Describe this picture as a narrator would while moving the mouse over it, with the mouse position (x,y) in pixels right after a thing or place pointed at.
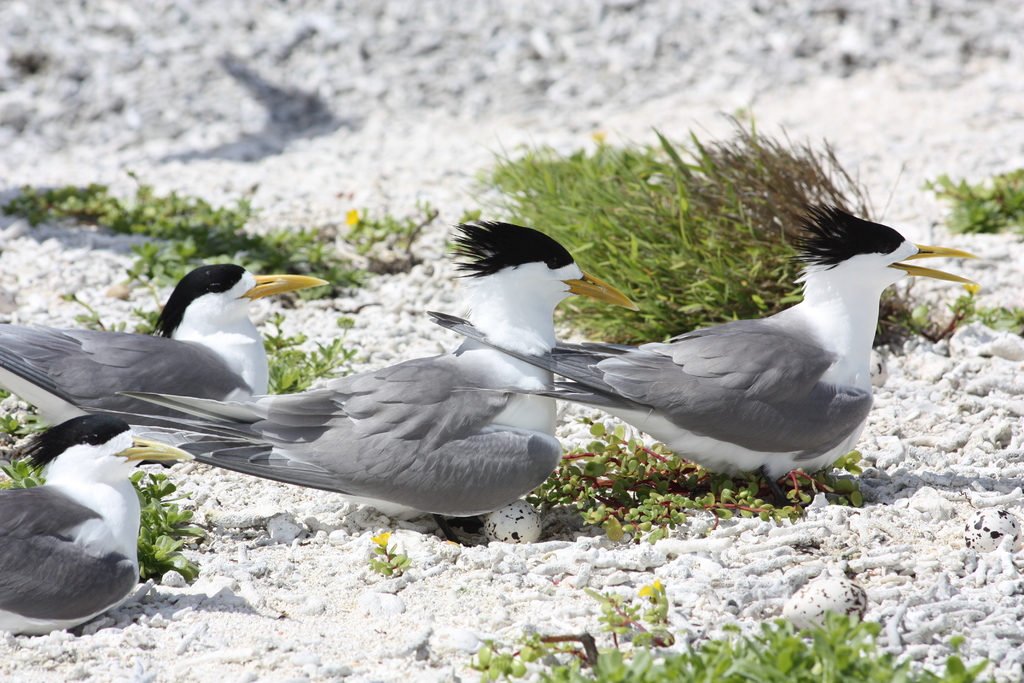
In this picture I can see the birds (442,317), plants (799,288) and the eggs (520,512).
